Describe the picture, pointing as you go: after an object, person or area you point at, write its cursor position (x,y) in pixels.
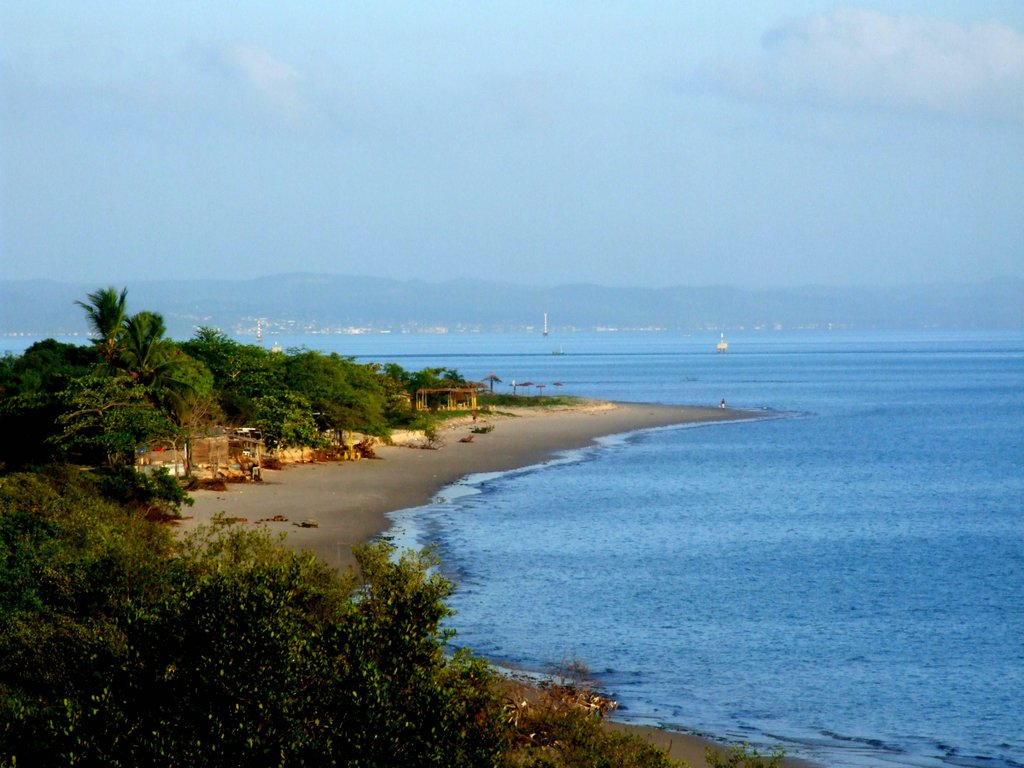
In this image, we can see some water (539,364) and ships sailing on water (702,368). There are a few trees (163,441). We can see some sheds (233,457). There are a few hills (748,325). We can see the sky (17,259) with clouds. We can see some umbrellas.
